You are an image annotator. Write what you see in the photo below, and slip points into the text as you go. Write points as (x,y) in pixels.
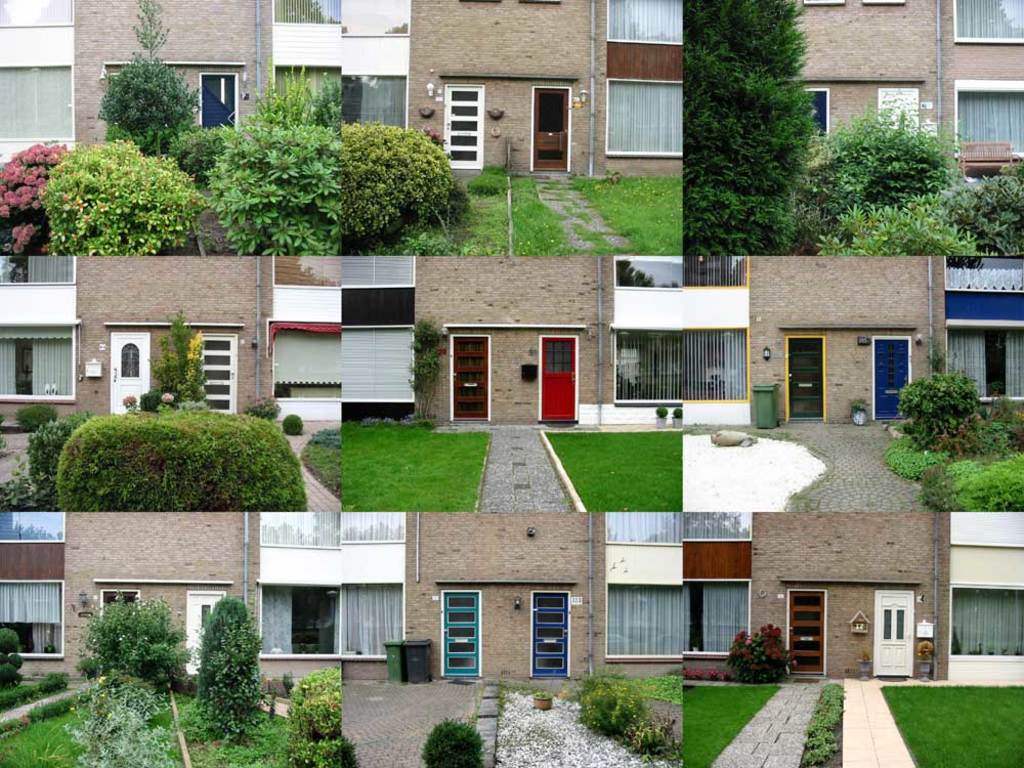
This is an edited image, in this picture we can see plants (319,224), grass (707,709), trees (719,233), buildings (194,553), walls (491,559), windows (291,1), doors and dustbins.
